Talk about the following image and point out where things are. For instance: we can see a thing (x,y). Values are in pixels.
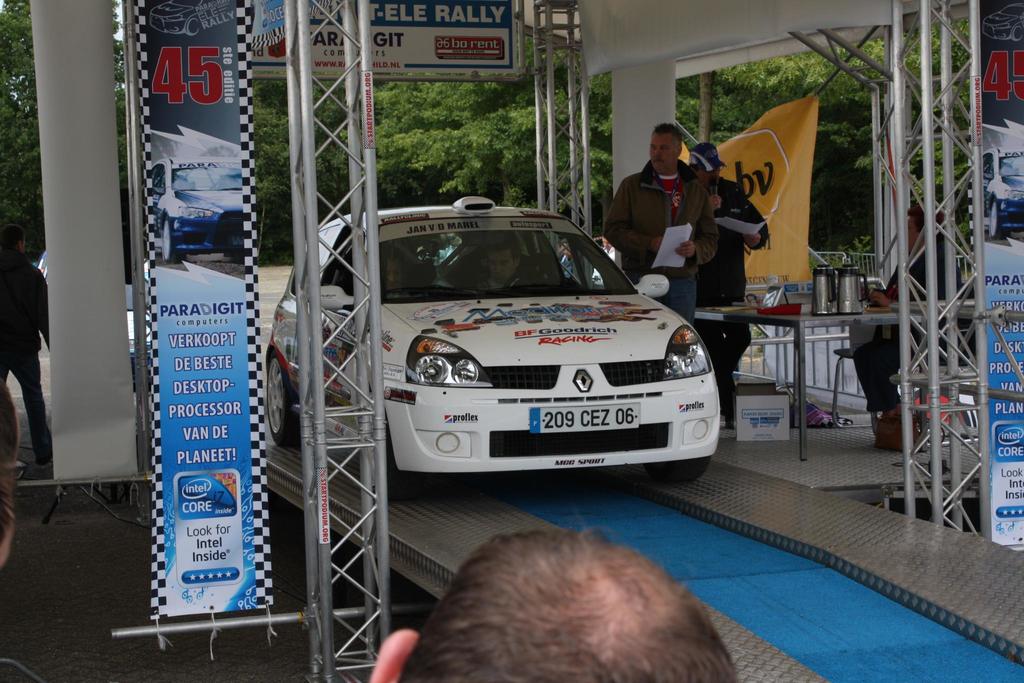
In this picture we can observe a white color car (507,365). There are many persons (695,189). Two of them were standing and one of them was sitting in front of a table (733,310) on which we can observe two flasks (835,289). There is a yellow color cloth (787,226). In the background (738,119) there are trees (471,140).
